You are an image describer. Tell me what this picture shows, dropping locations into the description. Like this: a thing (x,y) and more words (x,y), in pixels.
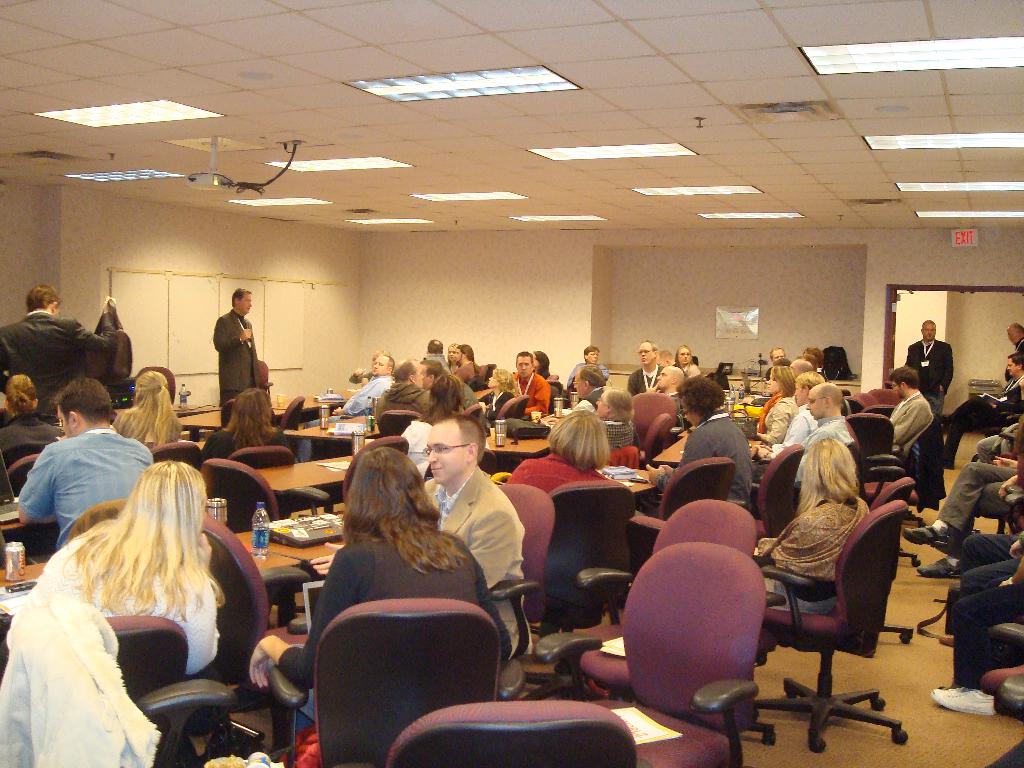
There are group of people (169,578) sitting in a meeting room (798,310) listening to a man's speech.
